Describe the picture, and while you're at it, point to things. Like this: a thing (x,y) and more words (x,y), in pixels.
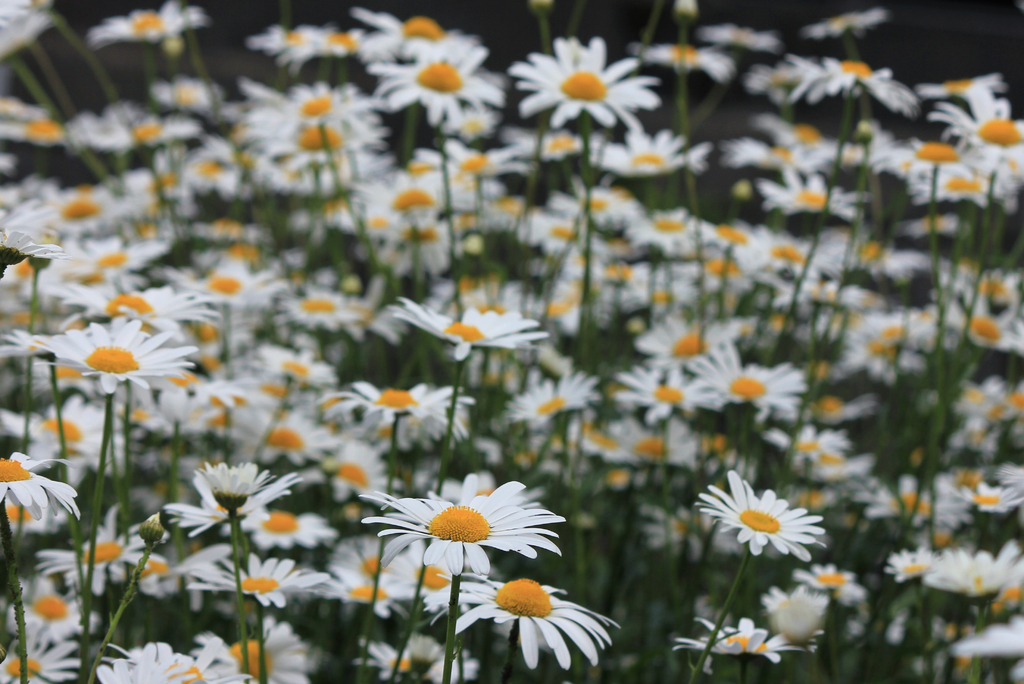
The picture consists of flowers (336,458) and plants (560,582).
